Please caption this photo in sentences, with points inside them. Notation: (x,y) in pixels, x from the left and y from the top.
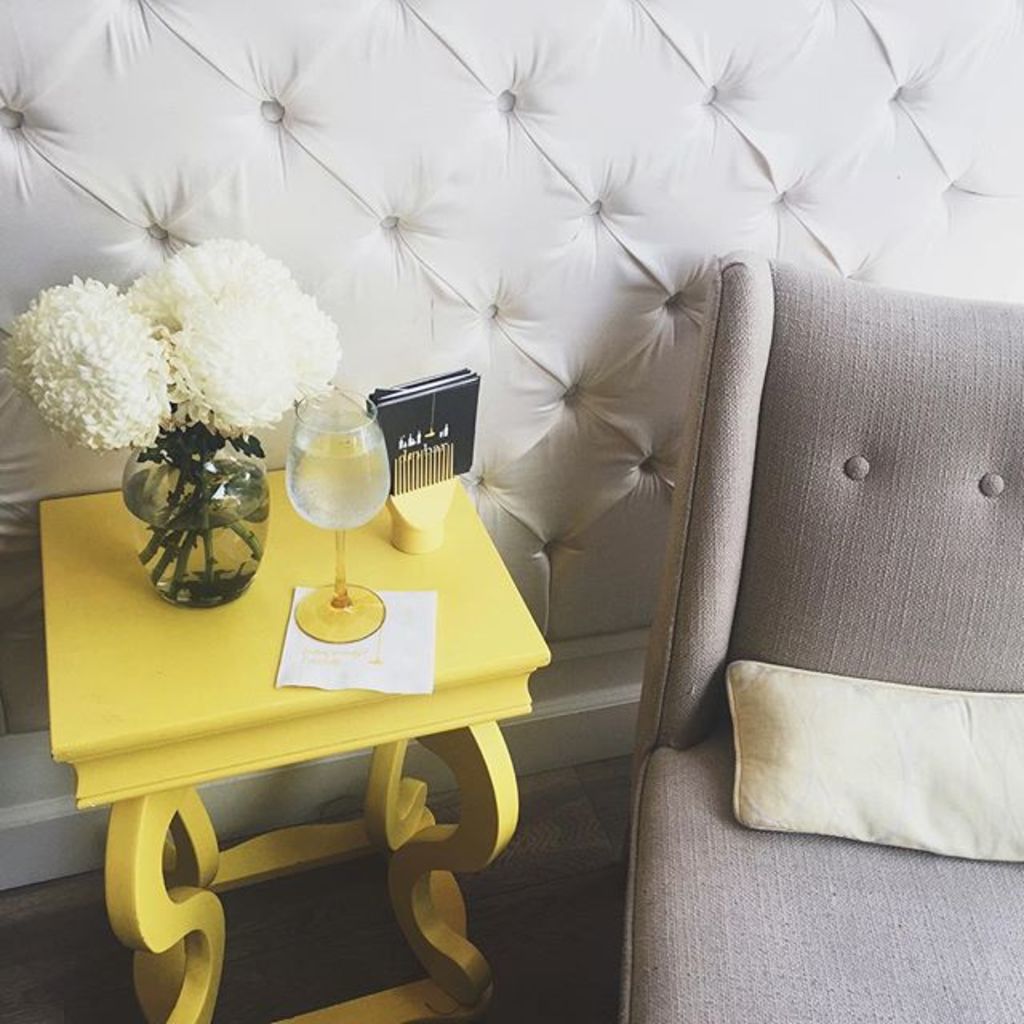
In this picture we can see table (186,690). On the table (192,676) we can see glass (325,441), paper (419,629), flower (118,301), flower pot (179,496). This is floor (586,954). we can see chair (740,621). On the chair (751,637) we can see pillow (887,772).
